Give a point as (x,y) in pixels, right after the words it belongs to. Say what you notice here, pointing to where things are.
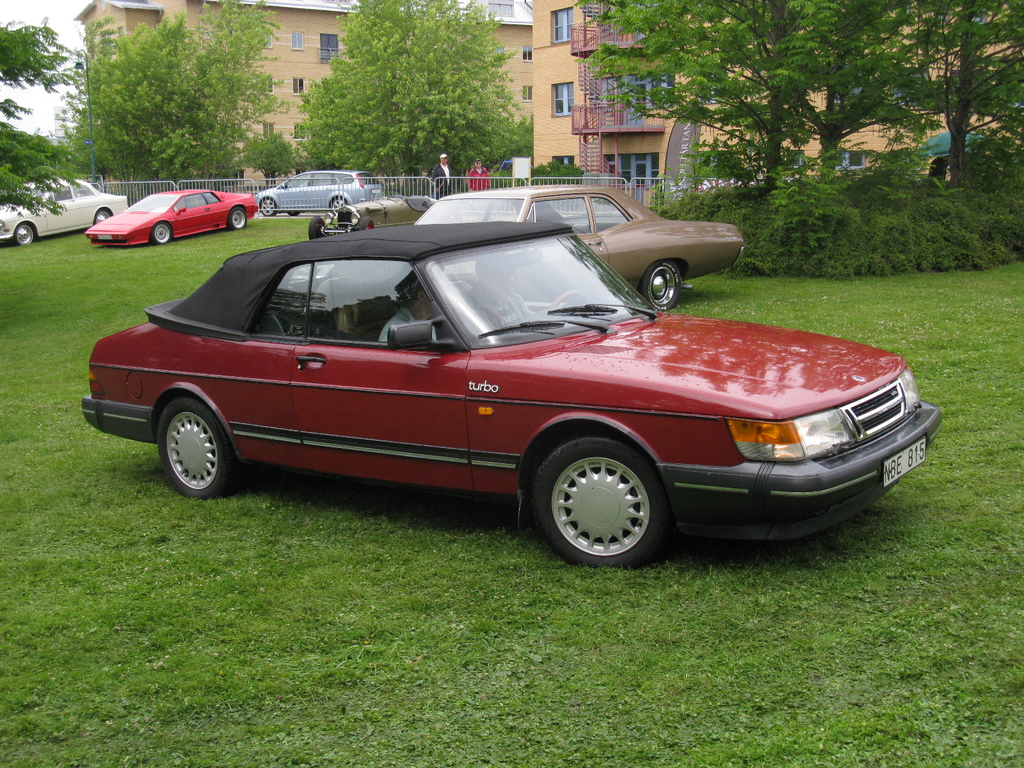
This image is taken outdoors. At the bottom of the image (248,643) there is a ground (565,628) with grass (876,633) on it. In the background (295,31) there are a few buildings (566,64). There are a few trees (253,105) and plants (804,175) with leaves (833,175), stems (810,126) and branches (365,122). There is a board (673,160) with a text (685,129) on it. There is a fence (422,189). A few cars (309,187) are parked on the ground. Two persons (443,172) are standing on the ground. In the middle of the image (465,290) a few cars (430,285) are parked on the ground (871,528).
